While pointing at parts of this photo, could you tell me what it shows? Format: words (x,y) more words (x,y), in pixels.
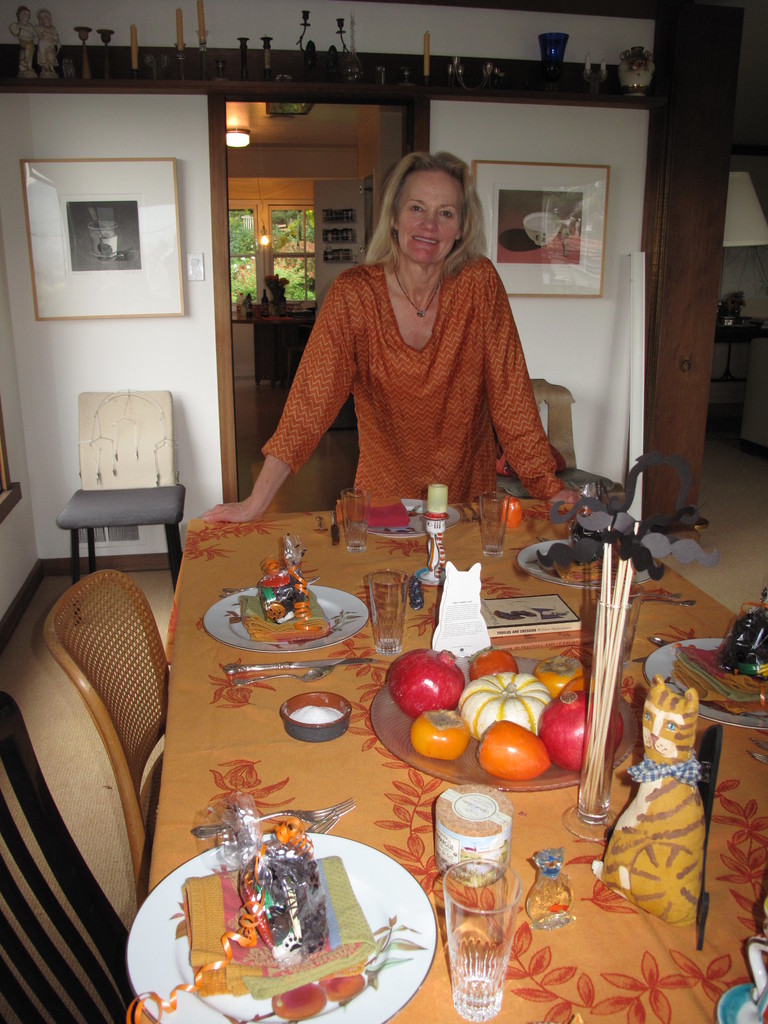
In this image we can see a woman (367,472) standing near table (206,699). We can see plates (370,892), glasses (503,931) and some things (515,739) on the table (263,709). In the background (534,201) we can see chairs (117,503), photo frames (72,268) on wall (592,344) and another room (301,271).
